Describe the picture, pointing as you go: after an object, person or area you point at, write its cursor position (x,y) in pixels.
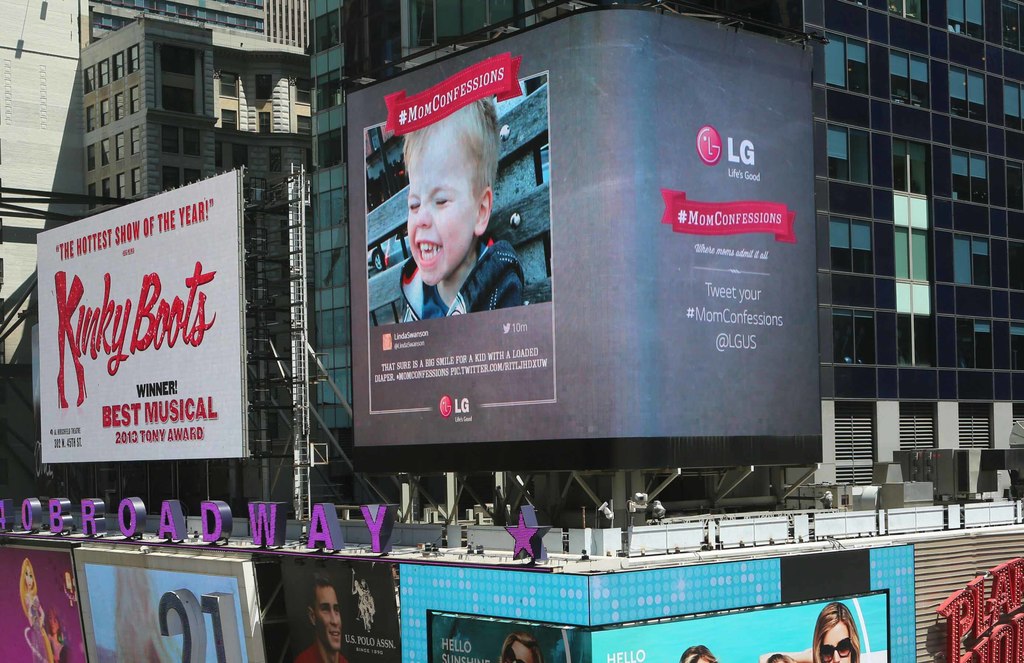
In this picture I can see buildings (8,177) and here I can see an image (443,223) of a boy (440,230) on the building (495,234). On the left side (183,352) I can see a white color board (159,343) on which something written on it. I can also see some other boards (437,619) and some name (384,545) on the building (402,532).
